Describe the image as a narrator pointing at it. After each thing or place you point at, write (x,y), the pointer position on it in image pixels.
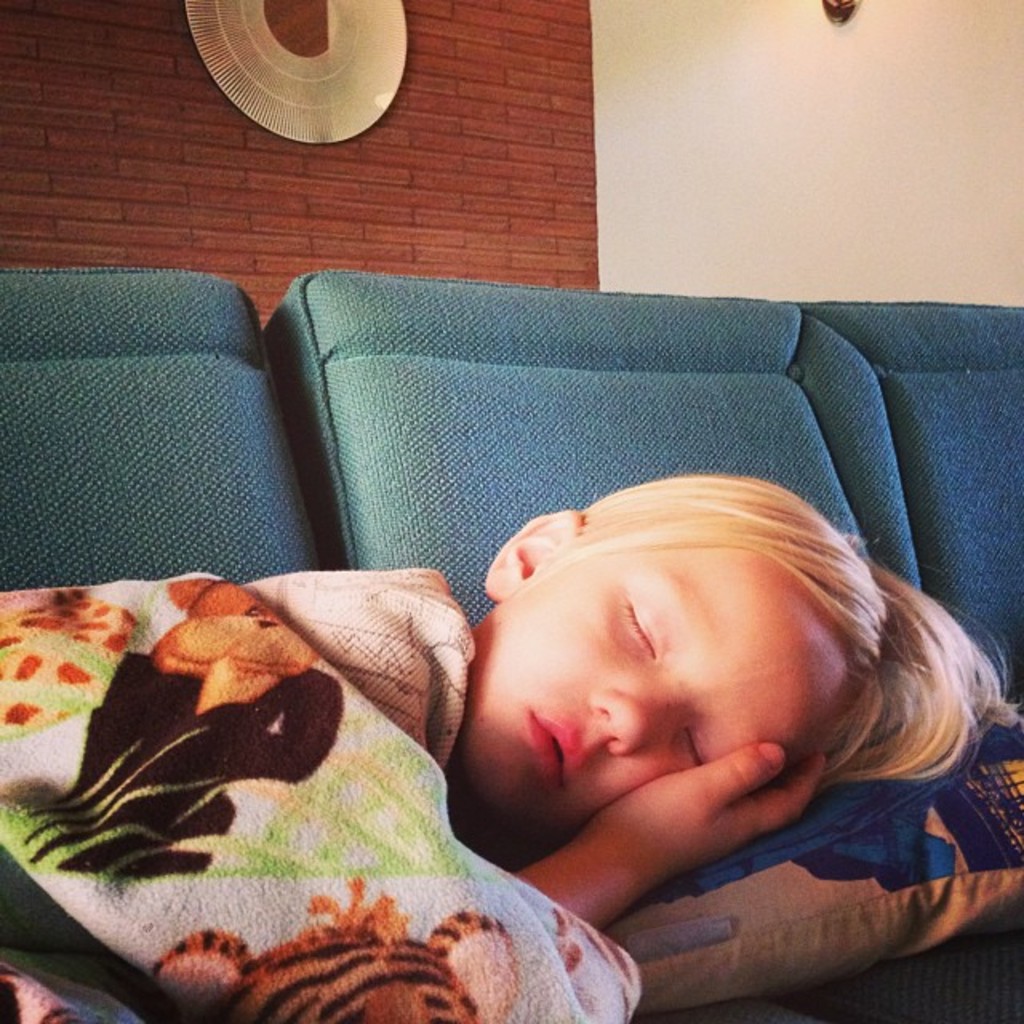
In this image we can see a boy (543,881) is sleeping on sofa (674,469) and wearing brown, white, orange and green color blanket (246,895). Behind him white and brown color wall (544,193) is there and some thing (302,87) is attached to the wall (36,104).
